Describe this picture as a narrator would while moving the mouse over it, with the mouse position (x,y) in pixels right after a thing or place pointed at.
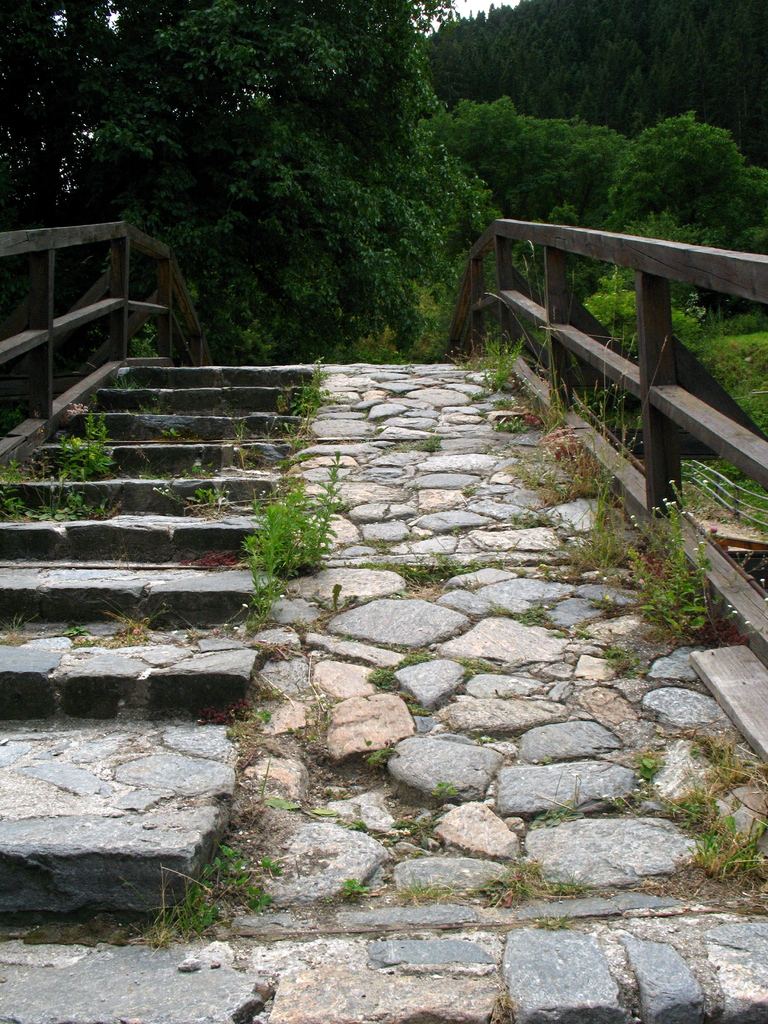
In this picture we can see some trees (355,147) in the background (432,146), on the left side (197,614) there are stairs (164,618), we can see some rocks (412,482) here.
